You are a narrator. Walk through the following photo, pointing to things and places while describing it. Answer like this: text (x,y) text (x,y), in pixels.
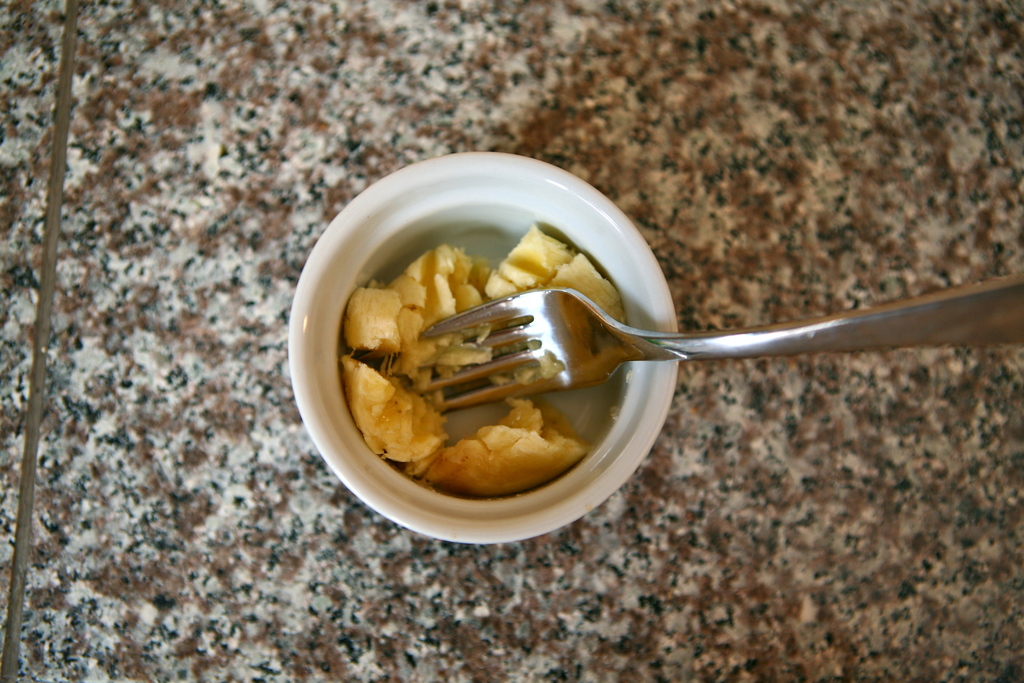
In this picture we can see some food item (359,293) in a small white bowl (625,313) & a fork (605,337) kept on the floor (103,233).
